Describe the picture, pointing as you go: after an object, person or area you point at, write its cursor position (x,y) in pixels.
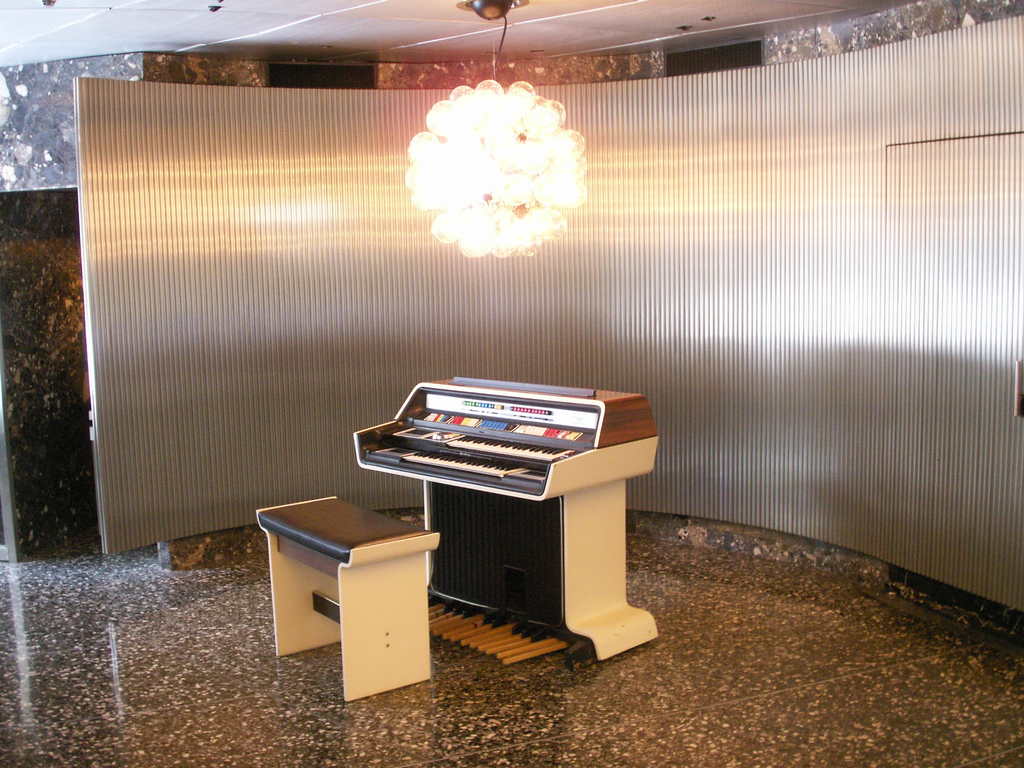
In the picture there is a piano (490,510) in front of that there is a table (357,539) to sit, behind that there is a metal wall (661,239), to the roof (471,42) there is a falling light (503,145) in the background (874,20) there is a marble wall (897,20).
